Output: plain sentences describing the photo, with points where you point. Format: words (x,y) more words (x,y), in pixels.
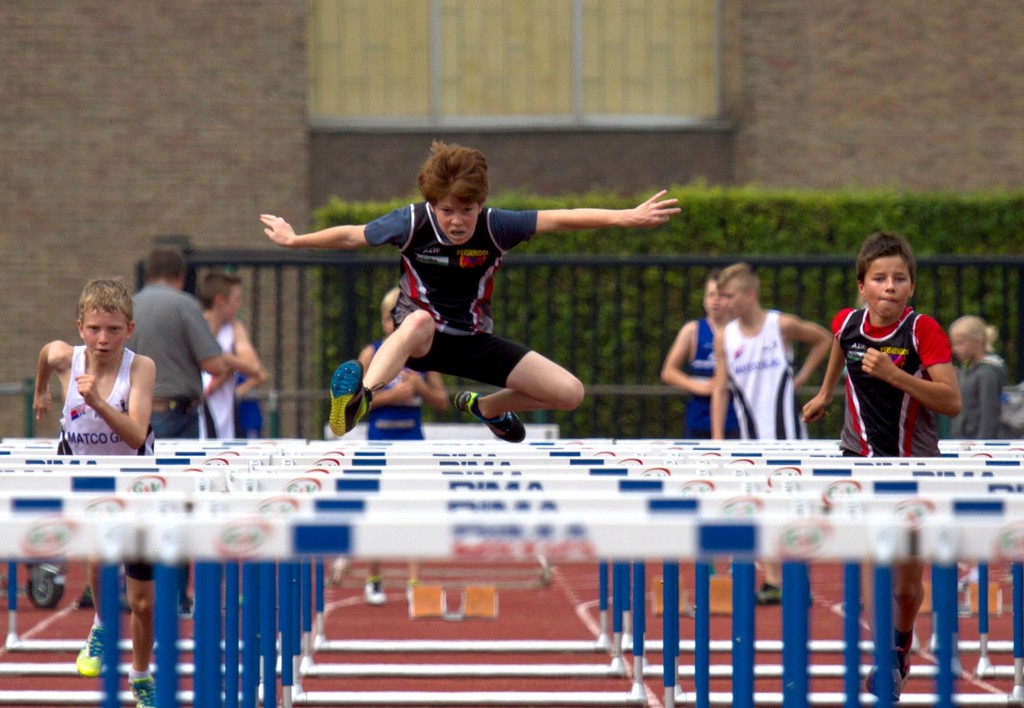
In the center of the image (369,406) we can see two kids (148,452) are running and one kid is jumping. And we can see the hurdles (545,499). In the background (508,174) there is a brick wall (508,174), window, railing (764,263), hedge (360,337) and a few people (429,376).
